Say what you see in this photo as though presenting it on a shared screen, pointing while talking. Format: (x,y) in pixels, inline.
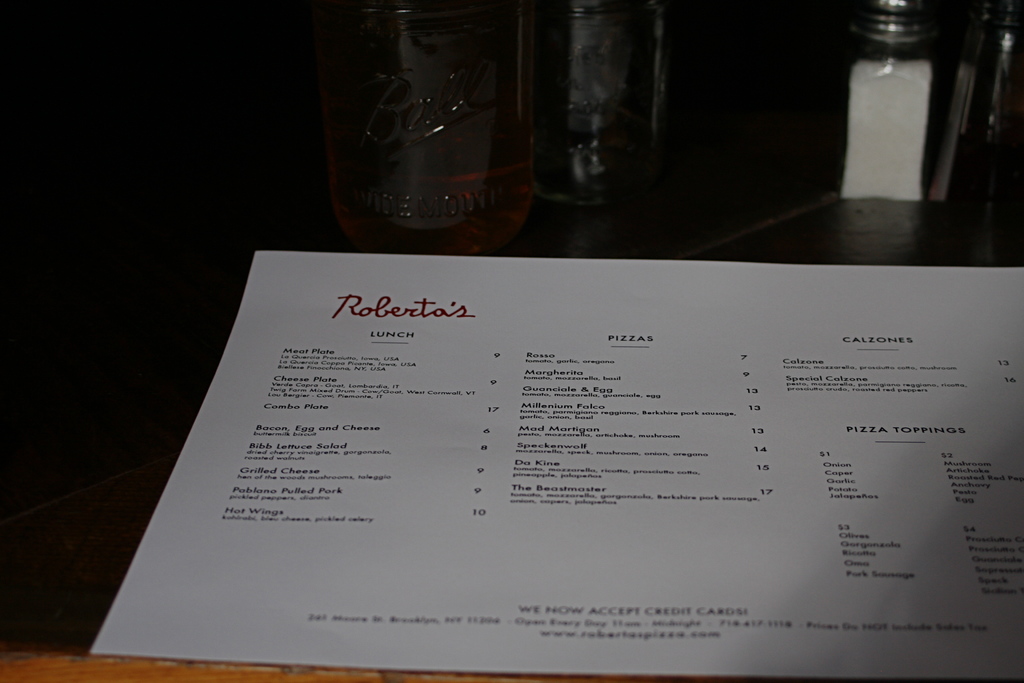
This is a zoomed in picture. In the foreground (398,633) there is a paper (255,588) on which we can see the text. In the background (442,78) there are some glass objects (459,74) placed on the top of the table (930,235).
